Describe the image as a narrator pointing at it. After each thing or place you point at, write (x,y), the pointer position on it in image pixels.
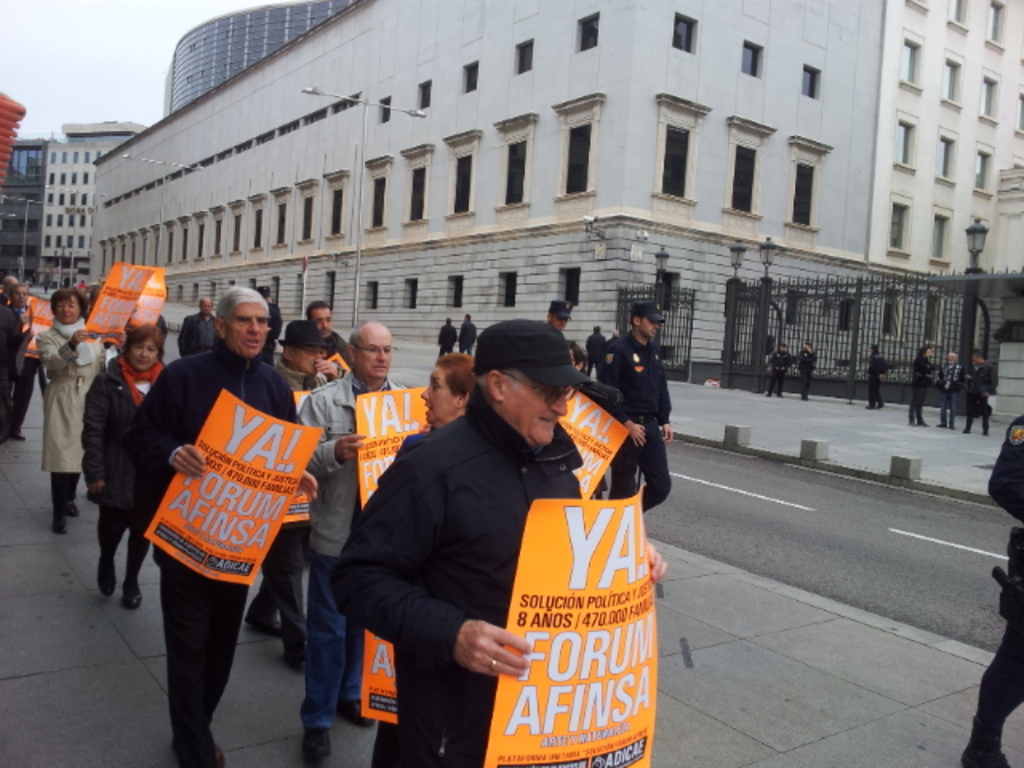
In this image there are a few people (541,479) walking on the road (337,753) and they are holding a banner (554,568) with some text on it. In the background (747,271) there are buildings (596,257) and there is a railing (833,303). On the railing (766,298) there are a few lamps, in front of that, there are a few more people (985,390) are standing and walking.
